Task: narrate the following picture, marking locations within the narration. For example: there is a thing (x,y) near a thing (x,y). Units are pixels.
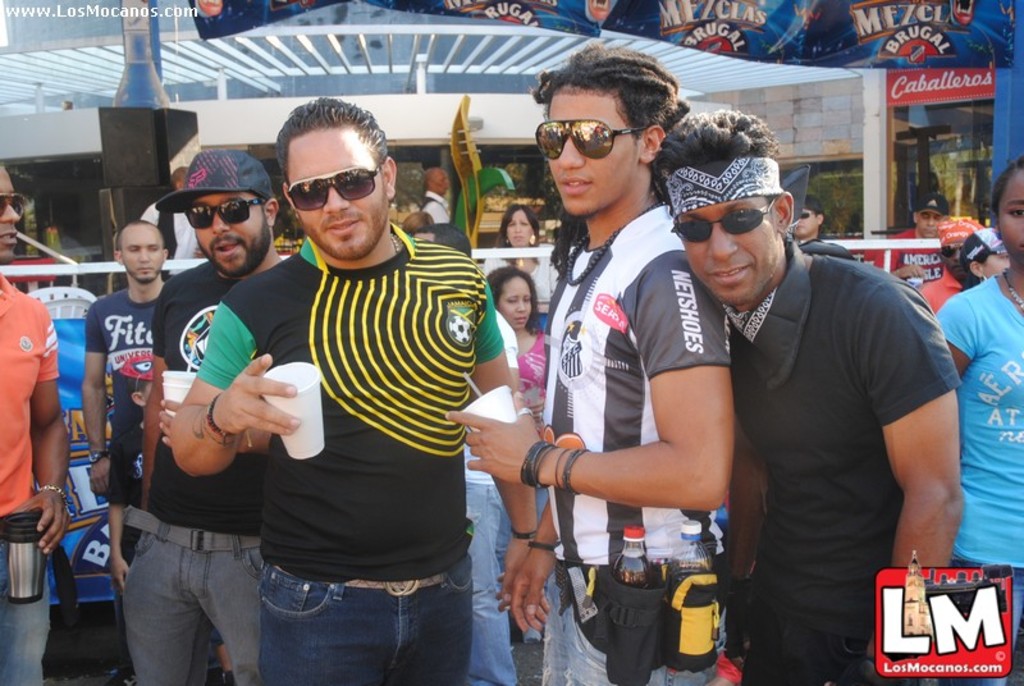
In the center of the image (600,432) we can see people (456,383) standing and holding glasses (14,577) in their hands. In the background (861,244) there is a fence (877,245) and a tent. We can see people (456,238). On the right (967,98) there is a store (949,189).
